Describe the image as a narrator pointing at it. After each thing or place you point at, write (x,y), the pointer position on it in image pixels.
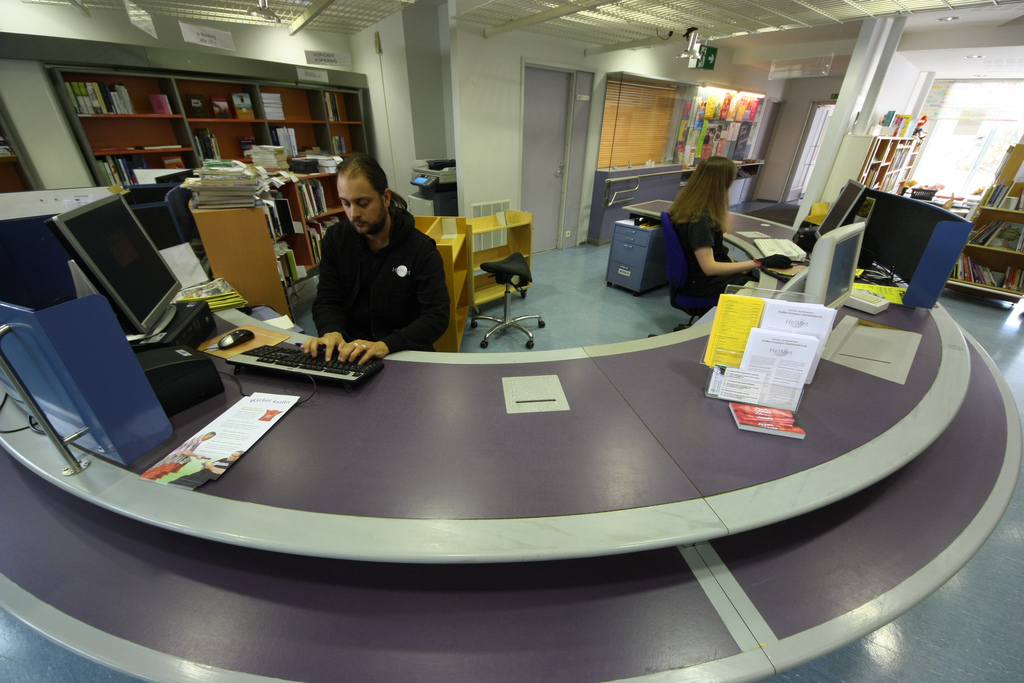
This 2 persons (396,285) are sitting on a chair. In-front of them there is a table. On a table (810,256) there is a keyboard (251,354), monitor (840,239), screen (835,269) and mouse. This is a rack (108,147). In a rack (143,145) there are books (206,142). This are notes (750,109) on wall (714,131). This is a window (931,131). This is door (544,132). This is a sign board (708,60).
